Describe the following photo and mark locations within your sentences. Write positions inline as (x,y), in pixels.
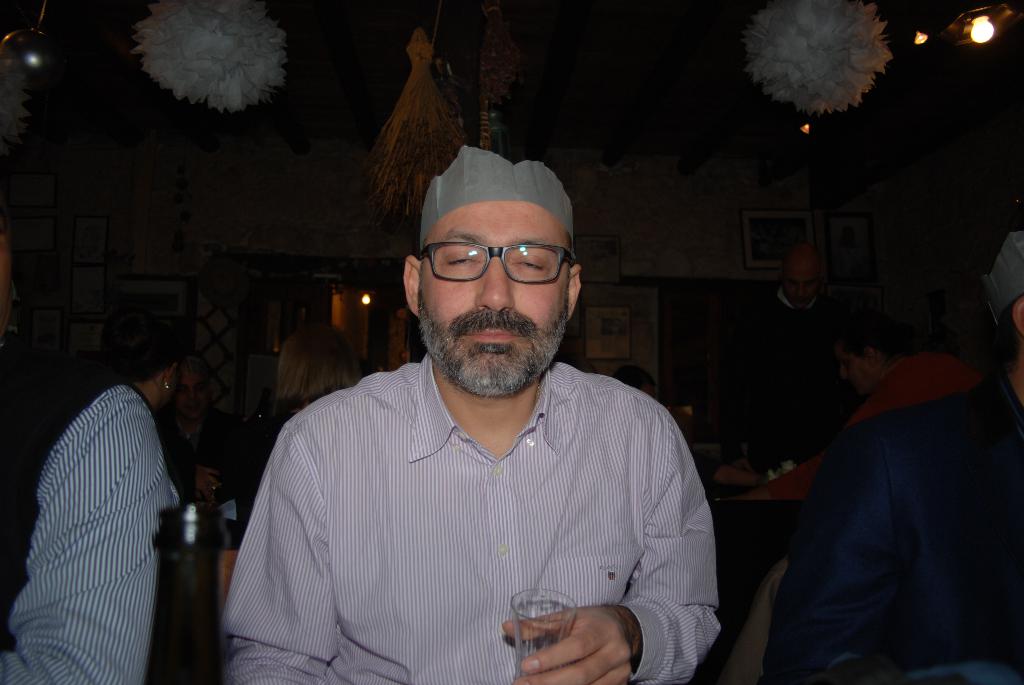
In this image there is a person (537,504) holding a glass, and at the background (875,51) there are group of persons (849,497), light (997,25), frames (591,312) attached to wall (957,307), paper decorative items (806,12).
